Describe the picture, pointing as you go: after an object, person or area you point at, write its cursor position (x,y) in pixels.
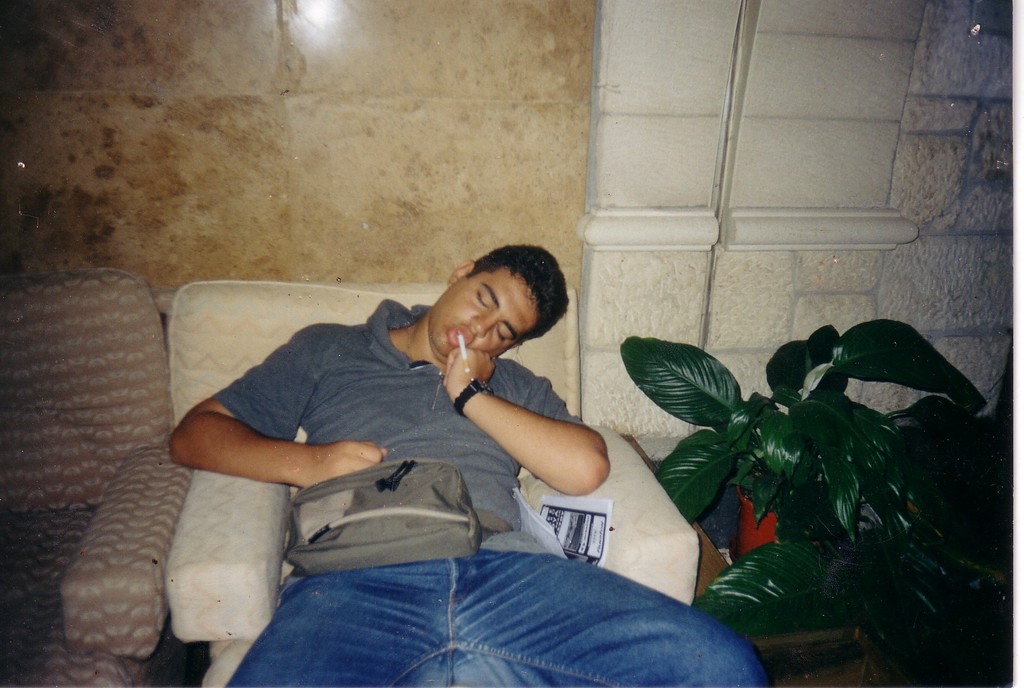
In this picture I can see a boy (429,418) sitting on a chair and wearing bag (436,488), side there is a potted plant (772,449) placed, behind I can see the wall (340,189).
